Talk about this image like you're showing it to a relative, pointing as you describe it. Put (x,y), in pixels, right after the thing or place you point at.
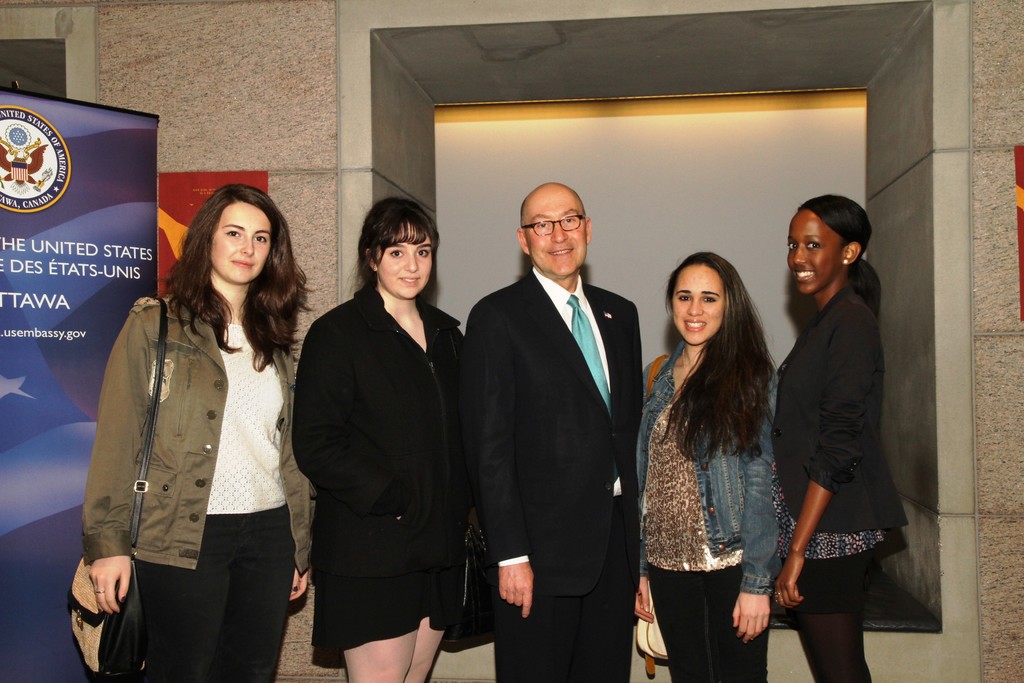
In the middle of the image (612,334) few people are standing and smiling. Behind them there is banner (141,165) and wall (174,123).
